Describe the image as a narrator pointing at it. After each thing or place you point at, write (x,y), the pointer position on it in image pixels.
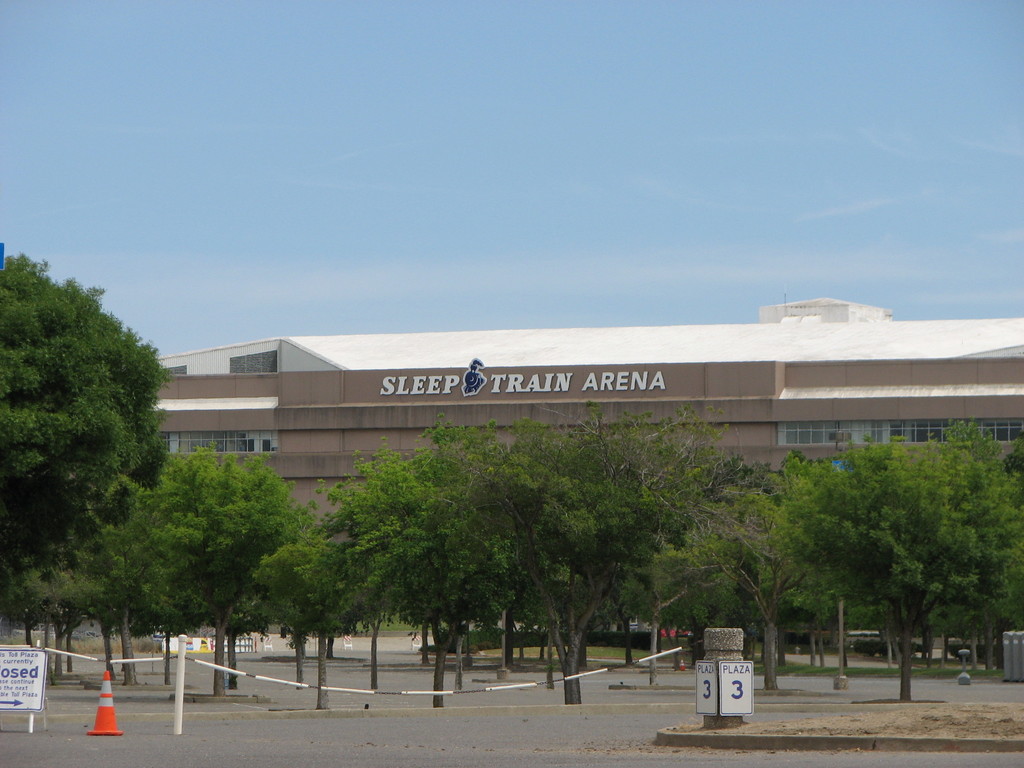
In the foreground of this picture (555,686), there are bollards (716,668), a safety pole (276,680) and a direction board (36,681). In the background (379,519), there are trees (242,500), a building (519,360) and the sky (409,202).
